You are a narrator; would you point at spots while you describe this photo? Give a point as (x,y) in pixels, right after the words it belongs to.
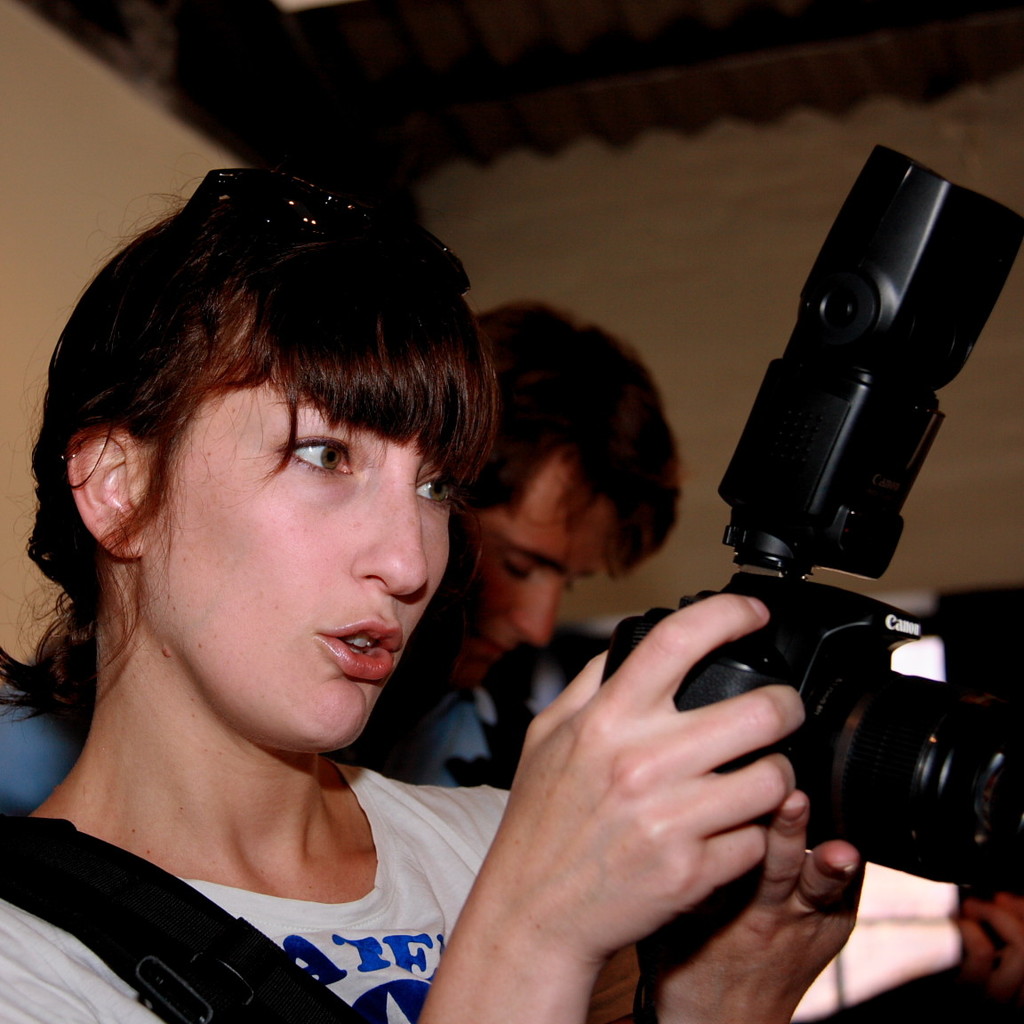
a person (355,781) is standing wearing a white t shirt (428,909). holding a camera (867,711) in her hand (758,704). behind her a person (544,570) is standing. at the back (737,253) there's a wall (546,232).
